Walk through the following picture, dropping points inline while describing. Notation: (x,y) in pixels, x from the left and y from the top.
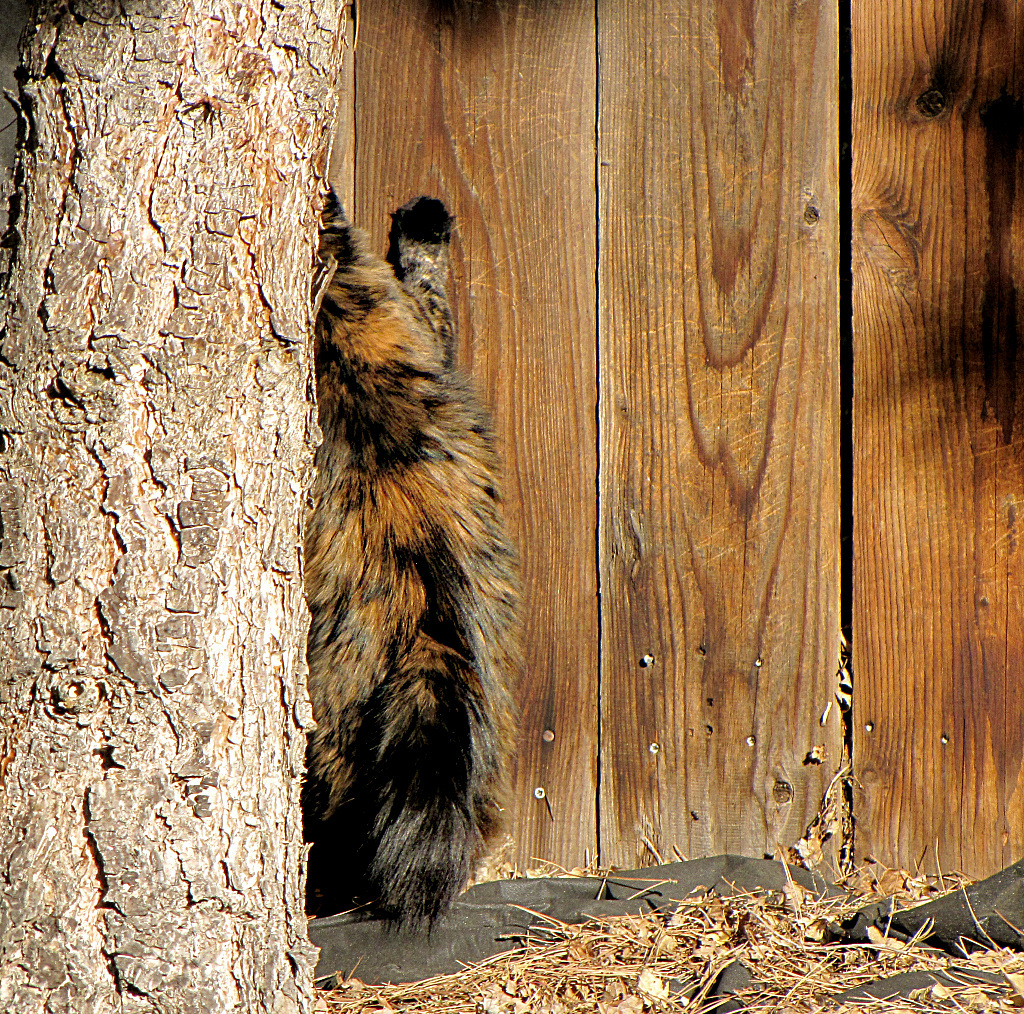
In the center of the image (401,392) there is an animal (417,548). On the left (153,644) we can see a tree (211,440). In the background (671,163) there is a wooden wall (672,367).
